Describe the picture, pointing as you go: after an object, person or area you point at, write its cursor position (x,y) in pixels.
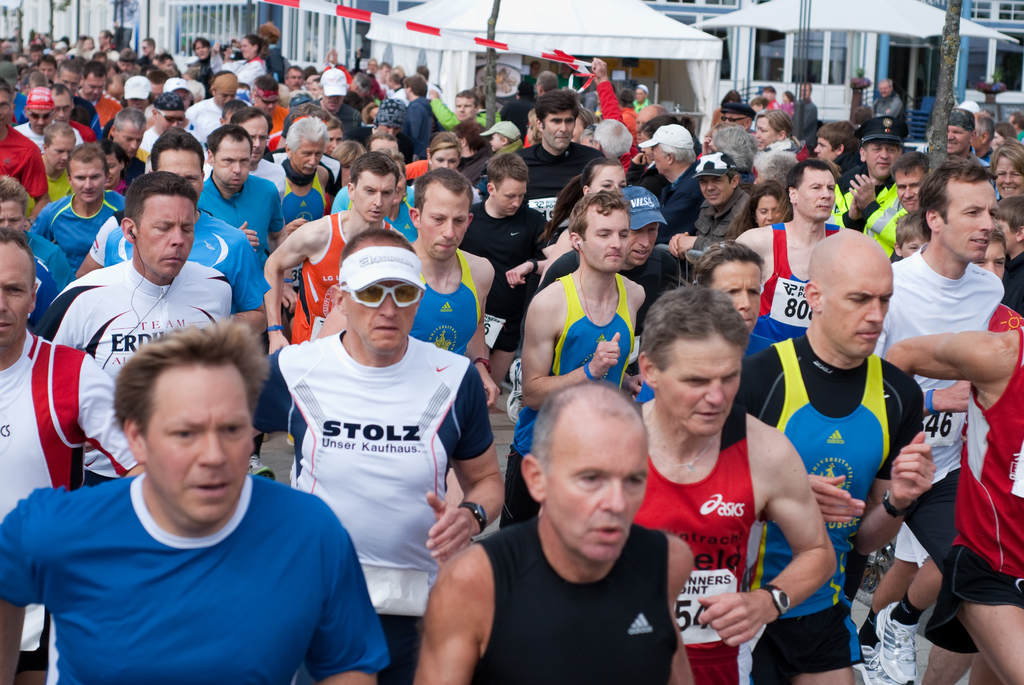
In this image there are group of people (282,279) participating in running race, there are few audience (688,181), tent (615,43), there is a building (845,57).
